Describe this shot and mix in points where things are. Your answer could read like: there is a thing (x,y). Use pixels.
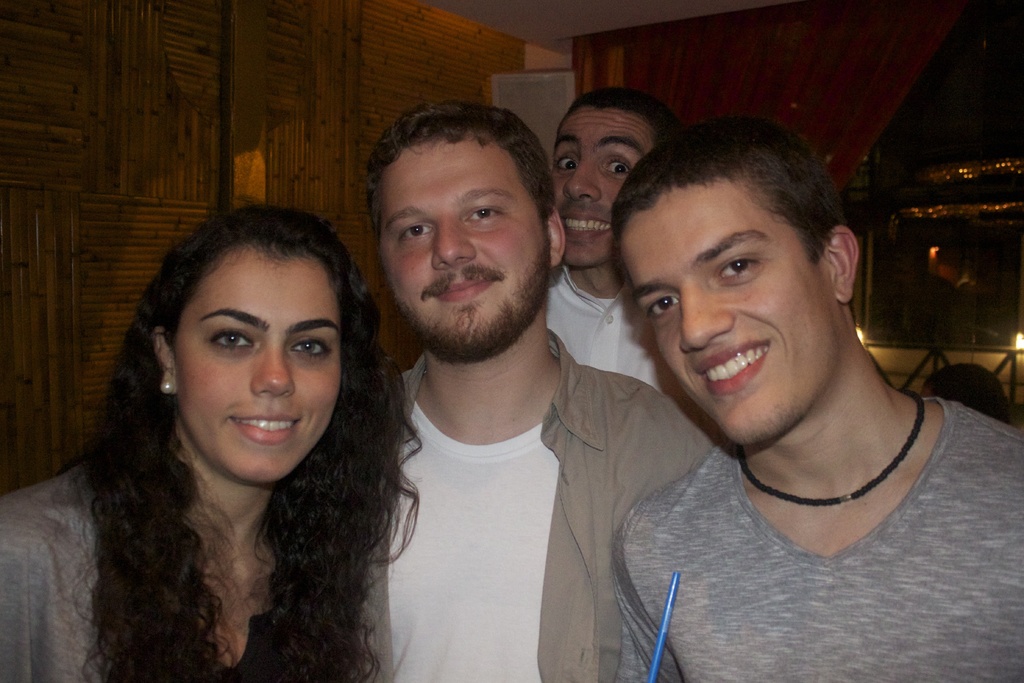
In this picture we can see a group of people (432,469), they are smiling and in the background (391,352) we can see a wall (407,347) and some objects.
